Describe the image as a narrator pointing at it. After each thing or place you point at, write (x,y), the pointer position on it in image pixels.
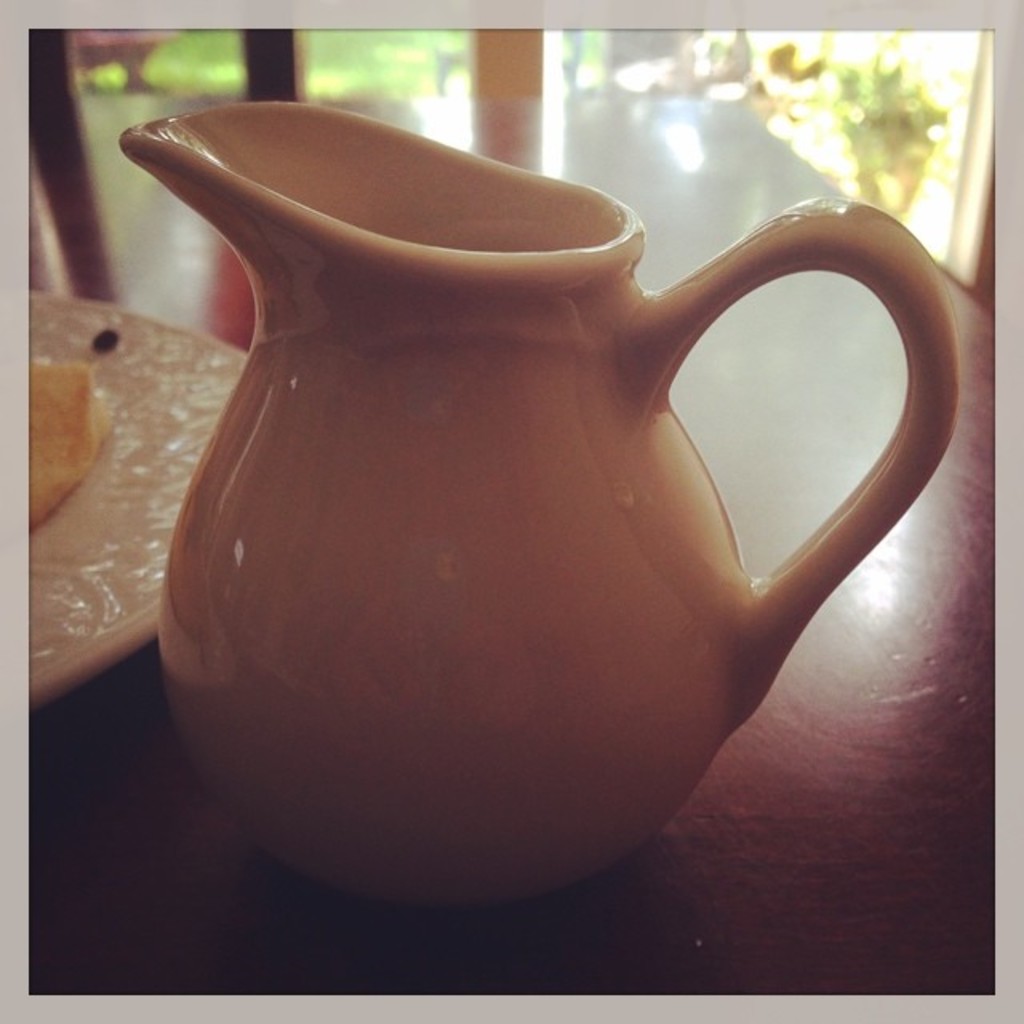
In this picture we can see jug (564,322), plate (144,525), bread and seed (112,345) on the table (856,785), beside the table (862,750) we can see the window (498,45) and chair (40,62). Through the window (921,147) we can see the plants (881,59) and grass (346,69).
